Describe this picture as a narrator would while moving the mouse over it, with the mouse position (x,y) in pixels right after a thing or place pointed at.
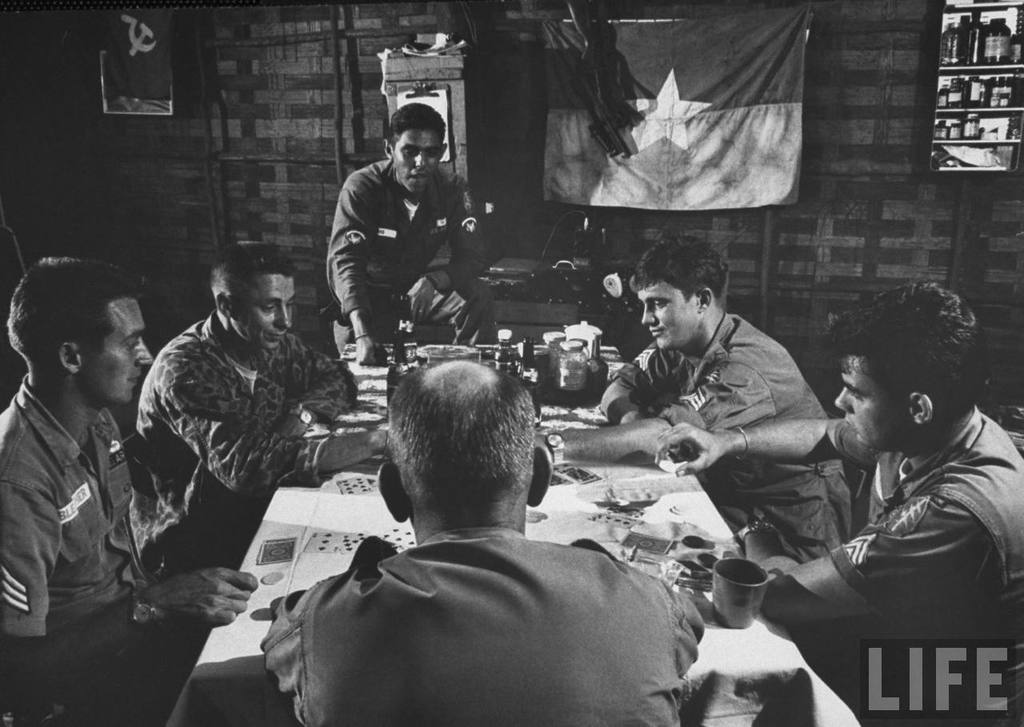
In the middle (367,420) there is a table (325,491) on that, there are playing cards (318,535), cup (717,594) and some other items (512,347), in front of the table (559,414) there are six people (747,412) on that on the right (919,516) there is a man (909,525) he wear shirt (879,560). In the middle (443,379) there is a man (491,654). On the left (144,434) there are two men (165,457). In the background (741,126) there is a flag (675,156), cupboard (950,66), bottles (974,96).
